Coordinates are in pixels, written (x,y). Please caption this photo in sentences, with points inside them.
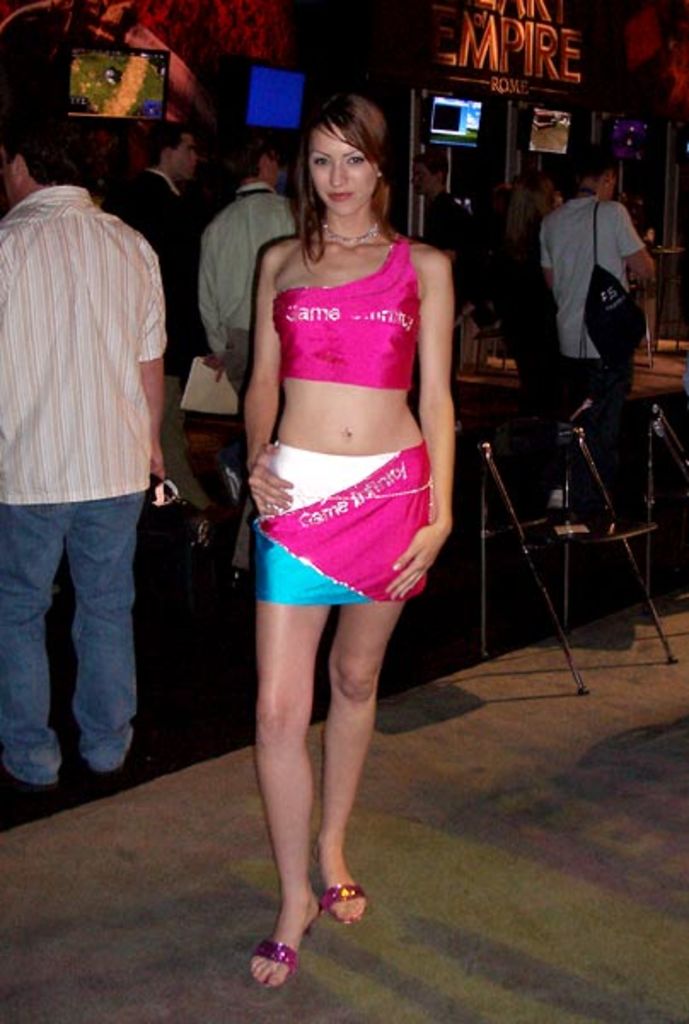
Here in this picture in the middle (312,386) we can see a woman (308,322) standing on the floor (352,854) and smiling and behind her also we can see other number of people (99,243) standing and we can also see chairs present and we can see some television screens (71,70) present.
